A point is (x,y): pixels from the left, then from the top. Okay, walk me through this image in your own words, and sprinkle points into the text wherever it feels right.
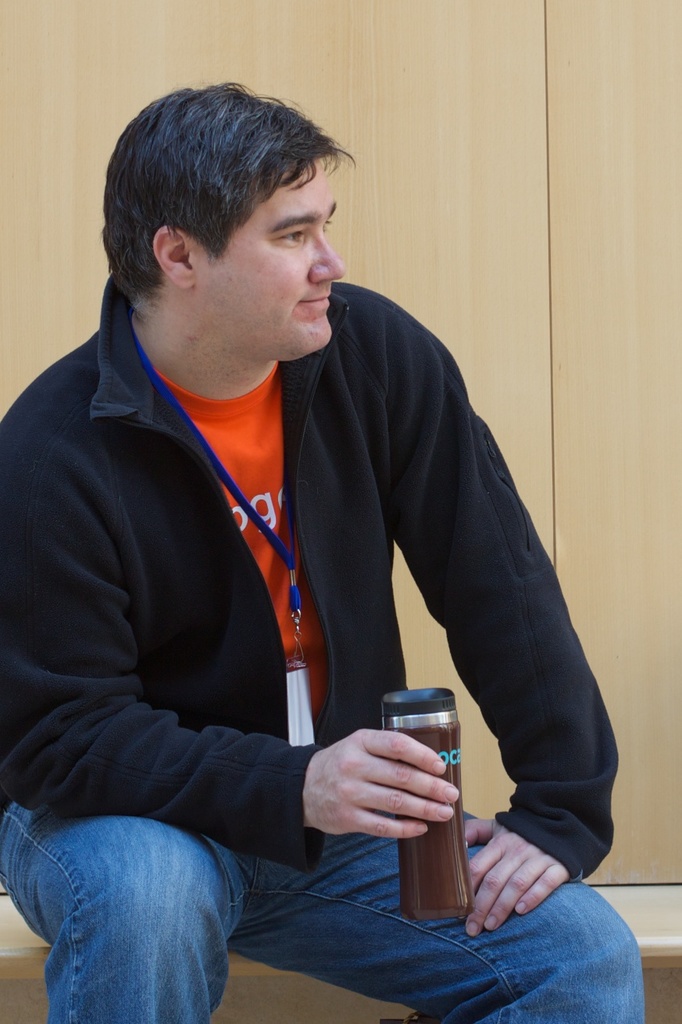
In this image we can see a person (354,840) sitting and holding a bottle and in the background (470,240) we can see an object (401,624) which looks like a wall (678,402).
